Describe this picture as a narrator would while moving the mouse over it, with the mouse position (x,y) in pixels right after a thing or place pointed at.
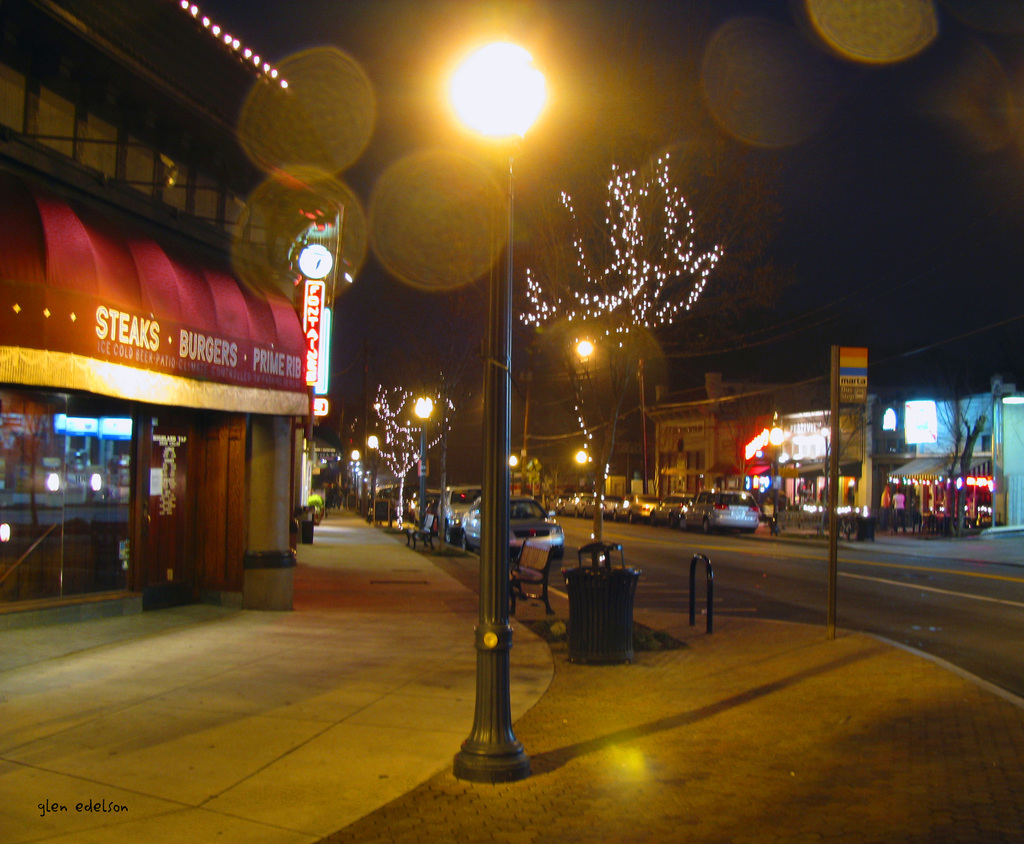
In this image we can see an outside view. To the left side (309,420), we can see a building (279,391) containing glass doors (109,516). In the middle of the image (469,491) we can see a group of cars (622,511) parked on the road (687,594), a group of trees (600,390) with lighting (605,299). In the foreground (491,704) we can see a pole (491,697) with a light (507,117) on it. On the right side (1005,491), we can see a group of buildings (706,456). In the background (865,253), we can see the sky (819,240).
